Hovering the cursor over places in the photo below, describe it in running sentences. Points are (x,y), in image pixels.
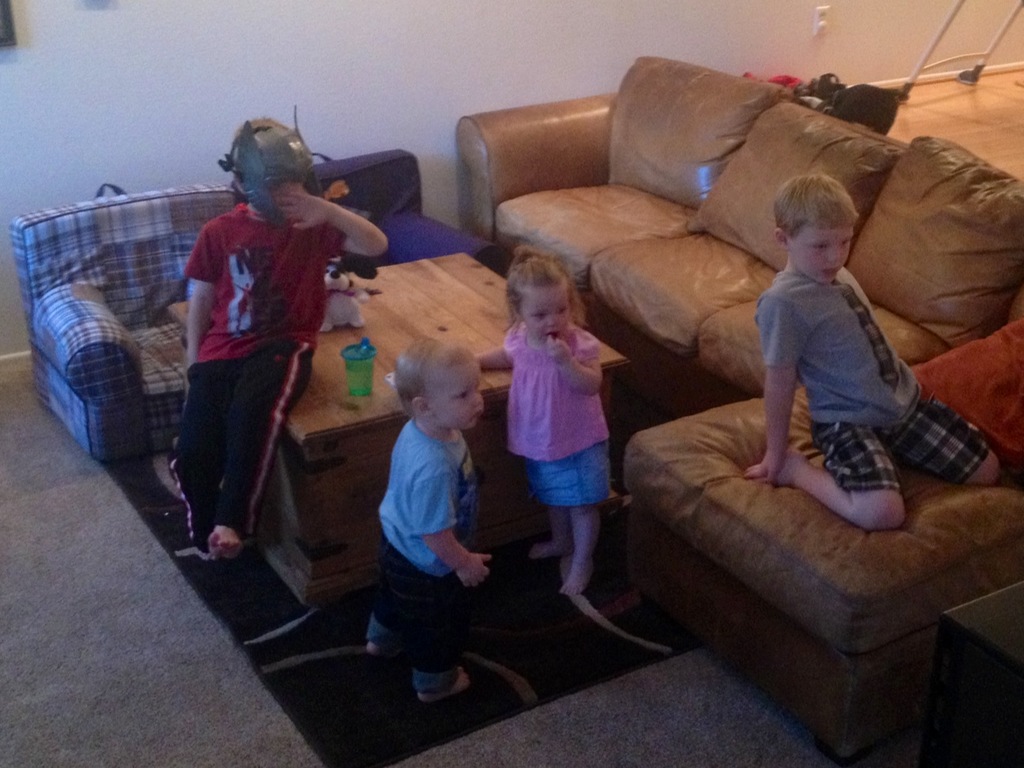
Four children (466,410) are playing in a living room (495,235). Two (529,397) are standing at a table (487,398). One (267,321) is sitting on the table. The other (827,350) is sitting on sofa (713,498).
